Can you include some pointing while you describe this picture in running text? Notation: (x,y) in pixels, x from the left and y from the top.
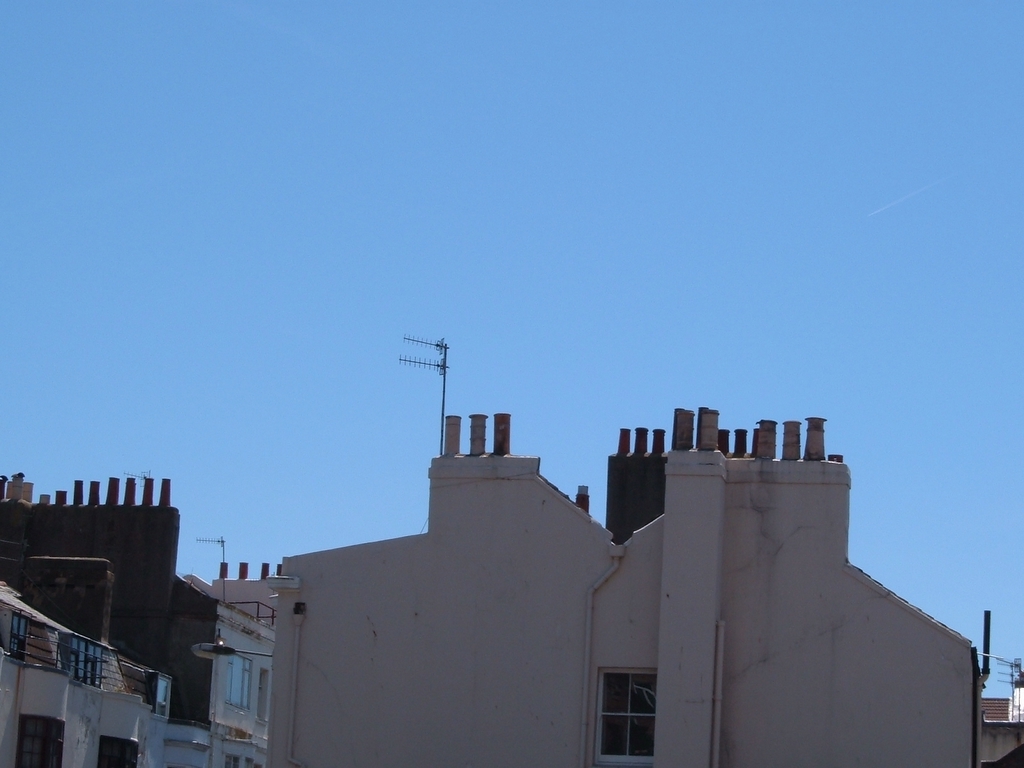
In the center of the image (442,497) there are buildings (444,621). At the top (615,160) there is sky (540,225).
